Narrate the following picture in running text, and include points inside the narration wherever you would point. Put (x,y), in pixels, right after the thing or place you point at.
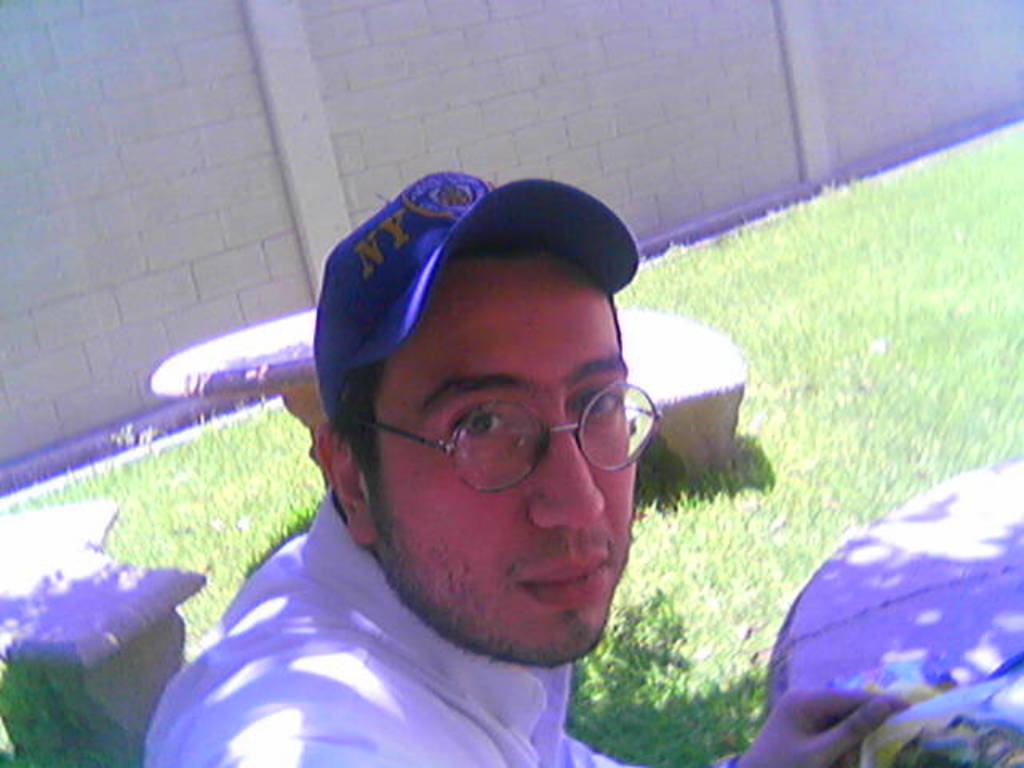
In this image we can see a man (502,484) wearing the glasses (615,429) and also the cap (396,311). We can also see two benches (668,393) and two tables (838,575). In the background (718,60), we can see the wall (757,145) and also the grass (732,541).
